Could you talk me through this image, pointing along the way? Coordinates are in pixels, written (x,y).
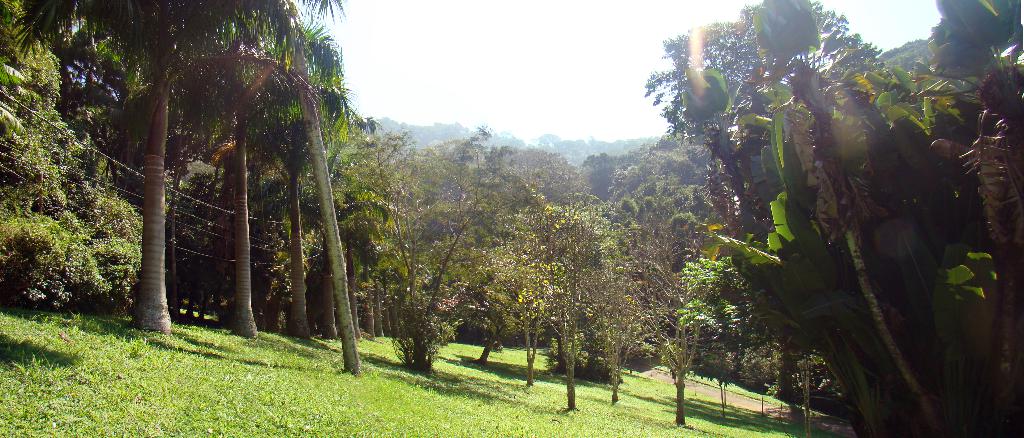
This picture is clicked outside. In the foreground (236,373) we can see the green grass (656,422). In the center (484,290) we can see the trees (582,201). In the background (482,65) there is a sky (515,55).
